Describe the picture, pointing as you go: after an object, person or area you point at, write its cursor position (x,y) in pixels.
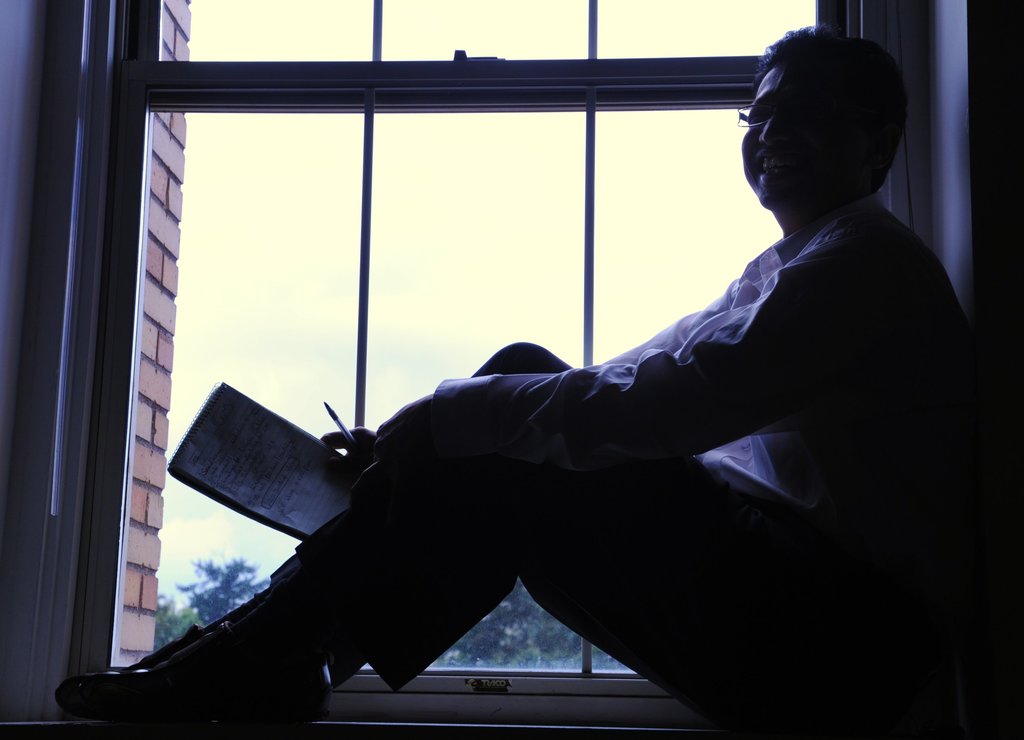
This picture is clicked inside. In the foreground (590,494) there is a person (705,341) wearing a shirt (705,341), holding a book (316,457) and a pen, smiling and sitting. In the background (271,307) there is a window (269,200) and through the window (494,260) we can see the sky (437,208) and the trees (530,595).
